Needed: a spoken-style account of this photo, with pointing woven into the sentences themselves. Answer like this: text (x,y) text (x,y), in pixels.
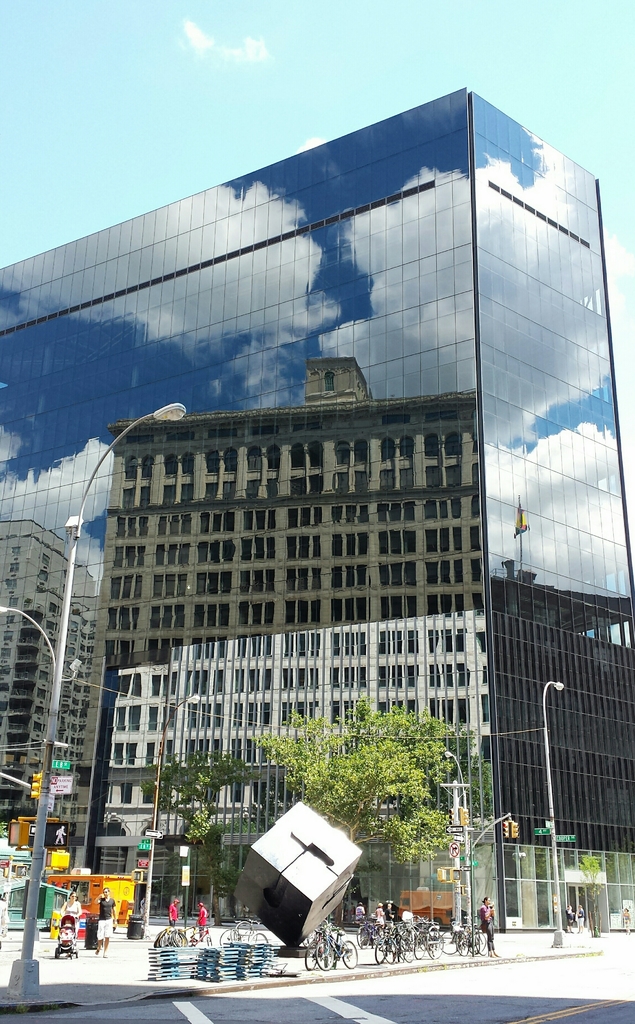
Here in this picture we can see buildings (247,493) present over there and in the front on the road (553,979) we can see people (104,928) walking, standing and bicycles (372,944) parked all over there and we can see light posts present here and there and we can see trees (409,773) and plants (402,847) also present over there and we can see clouds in sky (207,95).
